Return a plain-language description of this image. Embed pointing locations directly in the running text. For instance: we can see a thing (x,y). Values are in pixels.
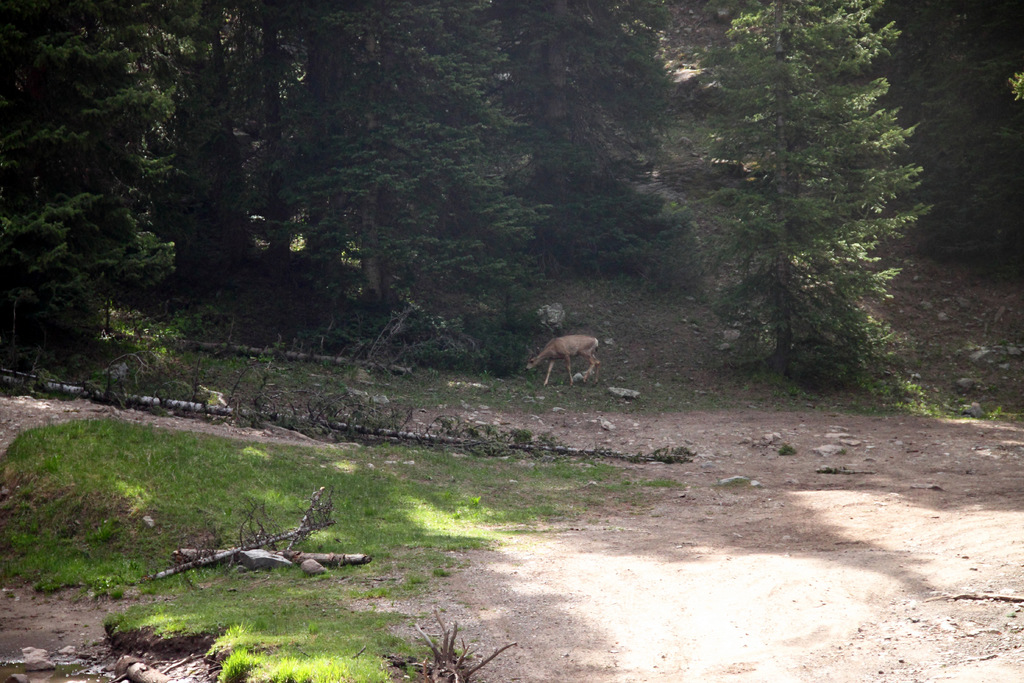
In the middle (629,268) I can see a deer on grass (512,456), trees (404,205) and mountains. This image is taken may be during a day.
